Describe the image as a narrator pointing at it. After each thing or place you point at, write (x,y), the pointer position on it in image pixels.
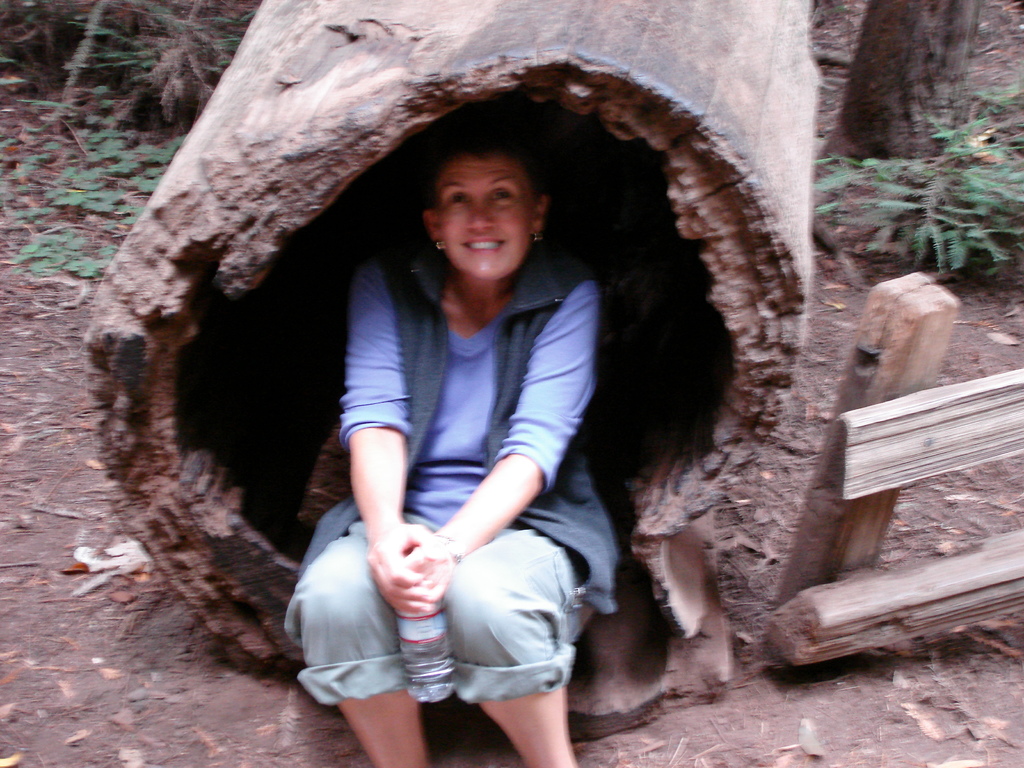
In this image I can see a woman (584,476) is sitting in the bark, she wore t-shirt (464,442), trouser (540,558), coat (494,445) and smiling. On the right side (876,516) there is a wooden frame (841,525).
